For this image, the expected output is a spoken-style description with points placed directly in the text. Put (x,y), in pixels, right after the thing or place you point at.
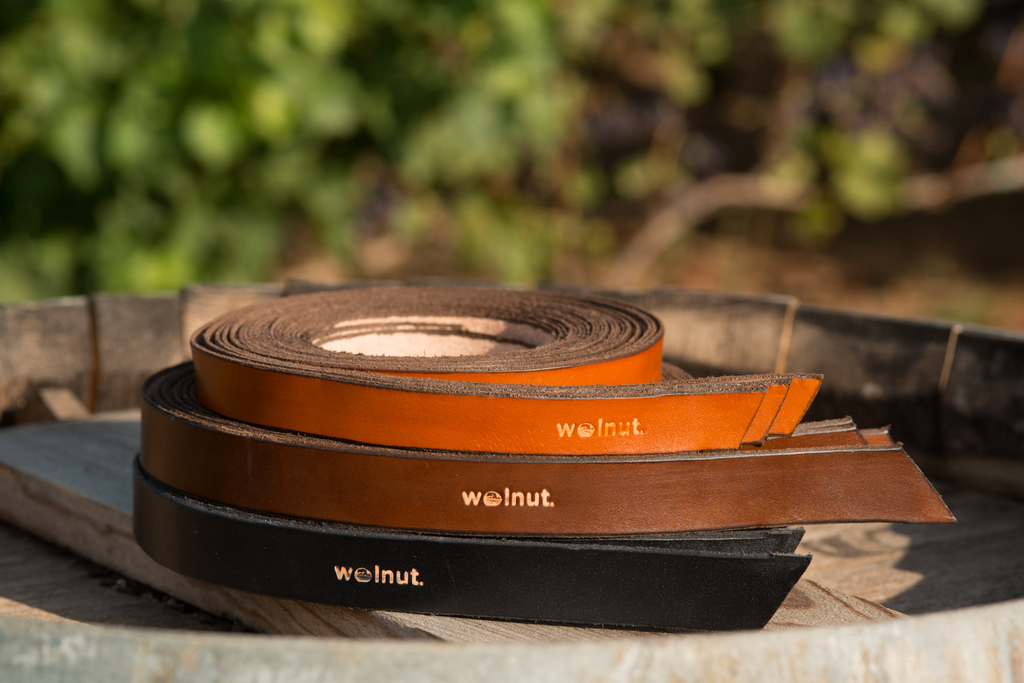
In this picture we can see three belts (294,561) are placed on a wooden thing (118,576).
